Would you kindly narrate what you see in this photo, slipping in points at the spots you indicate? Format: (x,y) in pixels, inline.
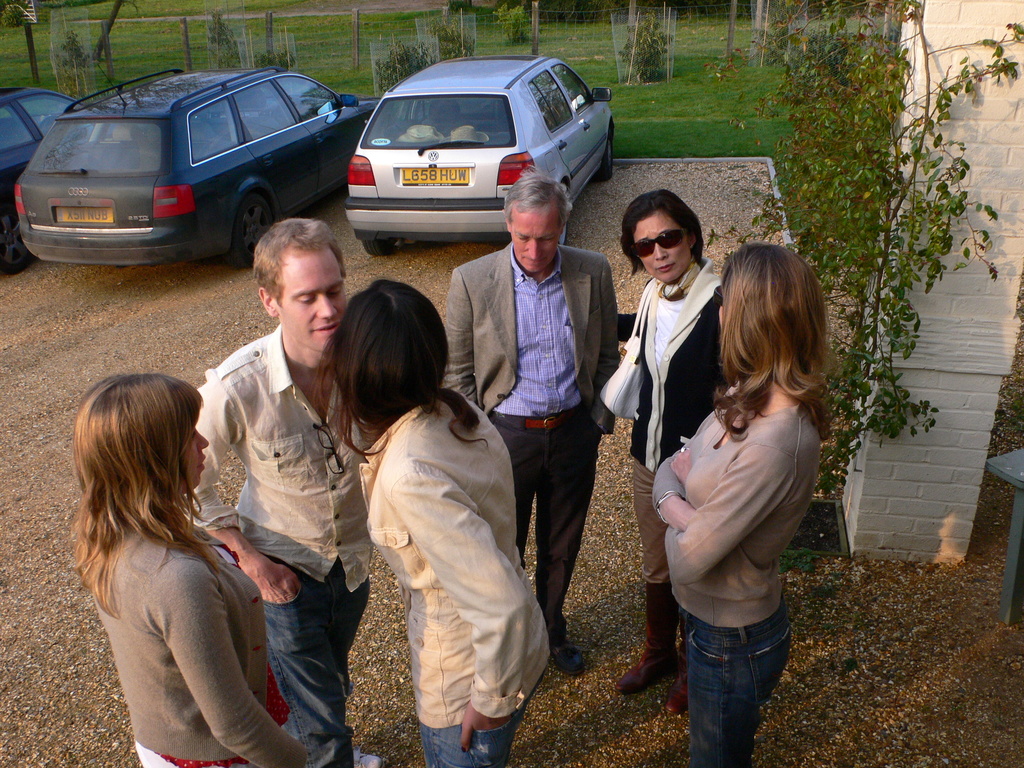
In this picture there is a man (257,544) who is wearing shirt (305,539) and jeans (331,619), beside him there are two women (206,675). On the right (687,335) there is a man (603,373) who is standing near to the woman (696,316) who is wearing black dress (691,351). Behind them I can see the plants (858,224) and pillar (945,321). In the top left (160,203) I can see three cars (280,114) which are parked near to the grass (607,83) and fencing (534,44).
